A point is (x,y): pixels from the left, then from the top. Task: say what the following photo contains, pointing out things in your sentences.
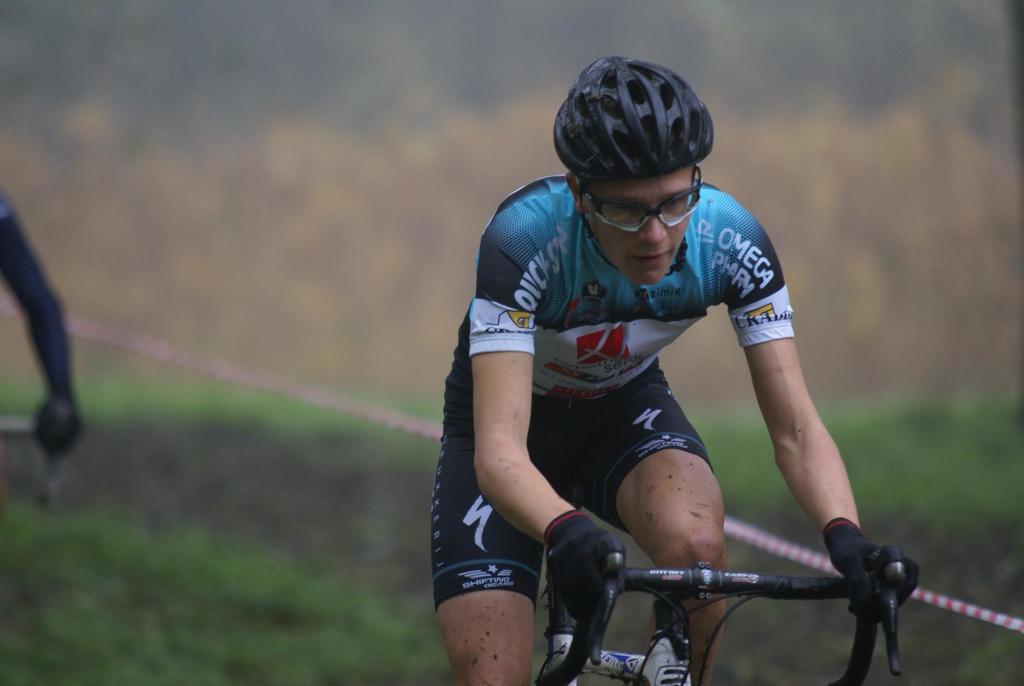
In this image, we can see a person (590,387) riding a bicycle (663,580). This person (535,558) is wearing clothes (695,264) and helmet (596,146). In the background (281,324), image is blurred.
